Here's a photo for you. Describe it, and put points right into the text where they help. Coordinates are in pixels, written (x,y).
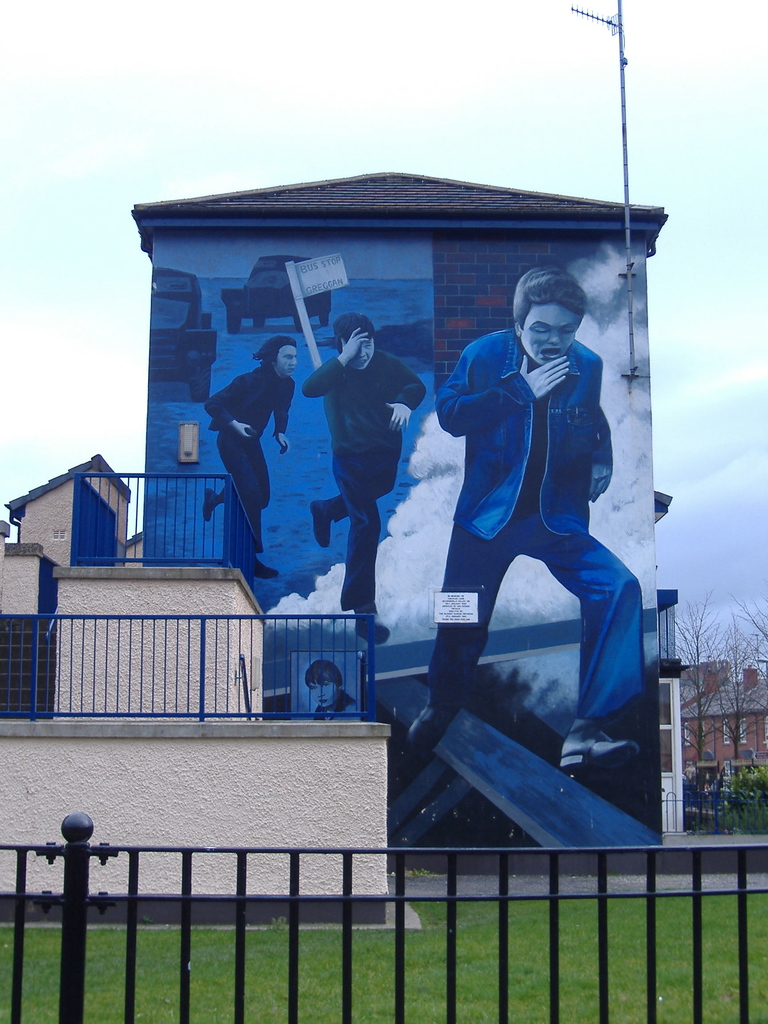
This image consists of a building (318,749). At the bottom (683,983), there is a railing (85,957) along with green grass (465,931). On the right (683,697), there are trees (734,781). And we can see a painting (480,646) on the wall (329,358). At the top (349,90), there is sky (421,101).
